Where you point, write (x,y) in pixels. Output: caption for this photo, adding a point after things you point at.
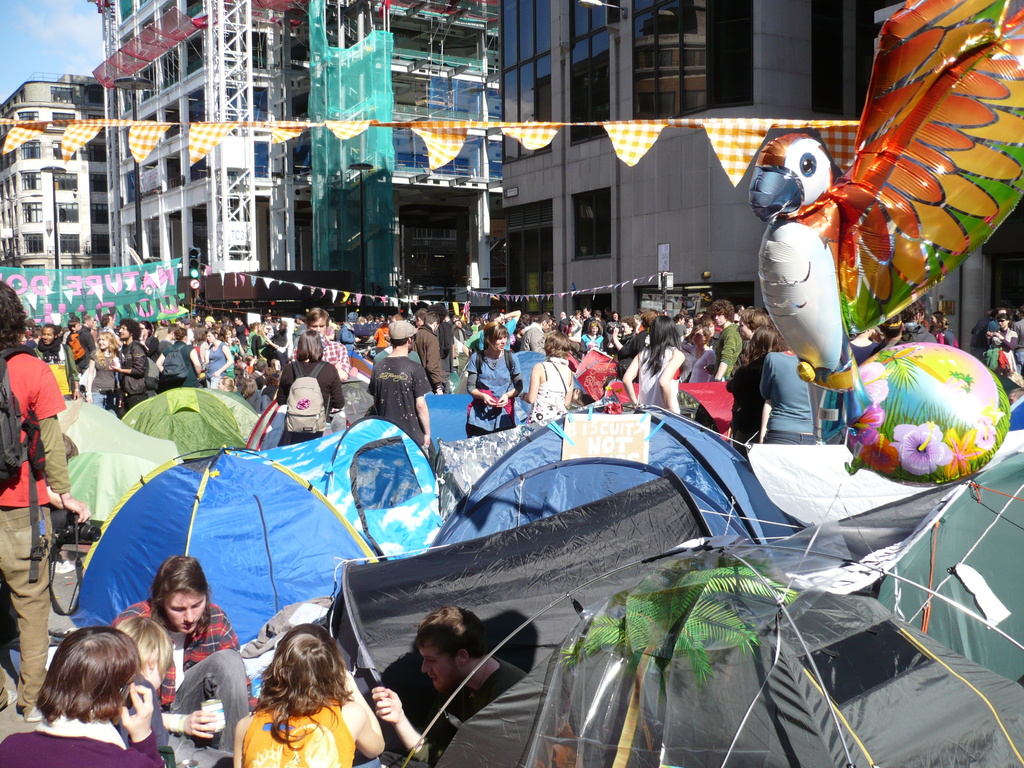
In this image, we can see people (224,621) standing and sitting and some of them are holding objects (213,711) in their hands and are wearing bags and we can see some tents (720,534), balloons (910,464), flags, poles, banners (147,281) and some boards (191,285) and there are buildings (485,106). At the top (58,41), there is sky (58,41).
